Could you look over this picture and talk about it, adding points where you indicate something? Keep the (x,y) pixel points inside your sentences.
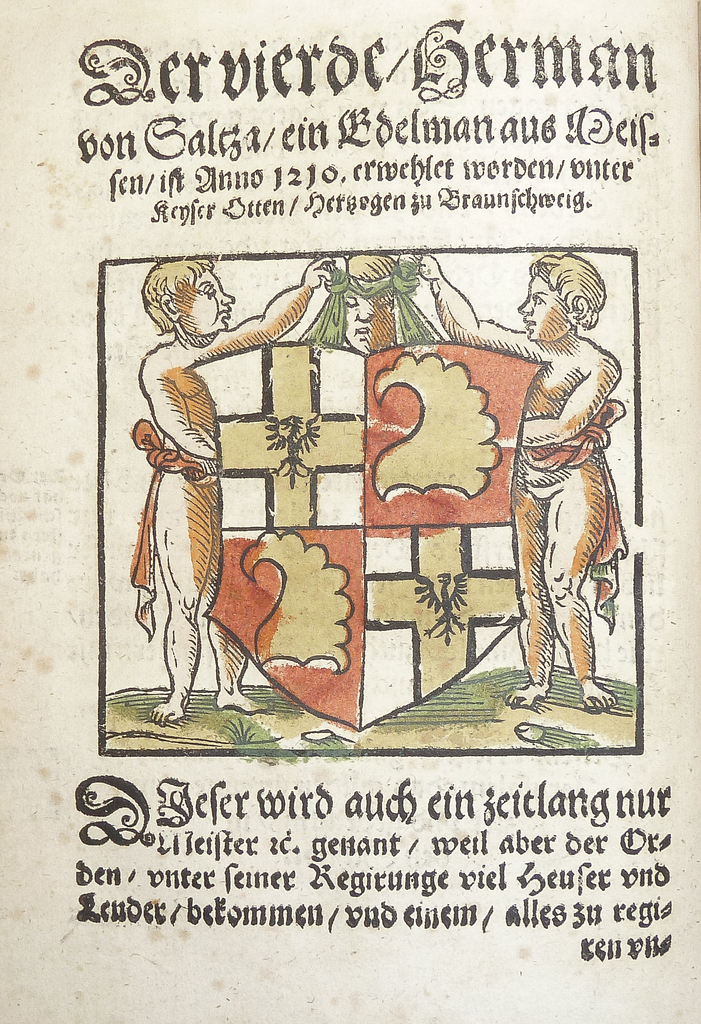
In this image there is a poster (310,618) with some pictures (482,357) and text (538,58) on it.
